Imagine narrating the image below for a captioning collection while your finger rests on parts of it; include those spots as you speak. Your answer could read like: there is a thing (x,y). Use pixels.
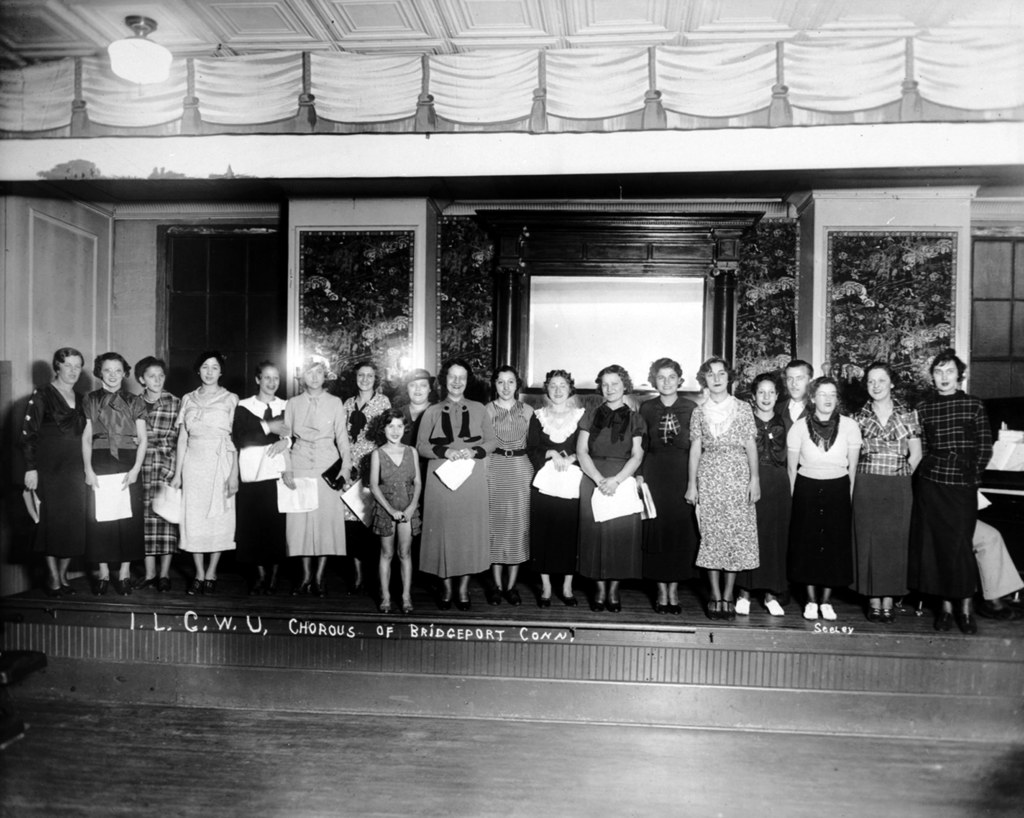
This is a black and white image of group of people (438,523) standing on the stage (1007,638) and smiling, and there is a light (138,23), frames (515,214) attached to the wall (846,201).
